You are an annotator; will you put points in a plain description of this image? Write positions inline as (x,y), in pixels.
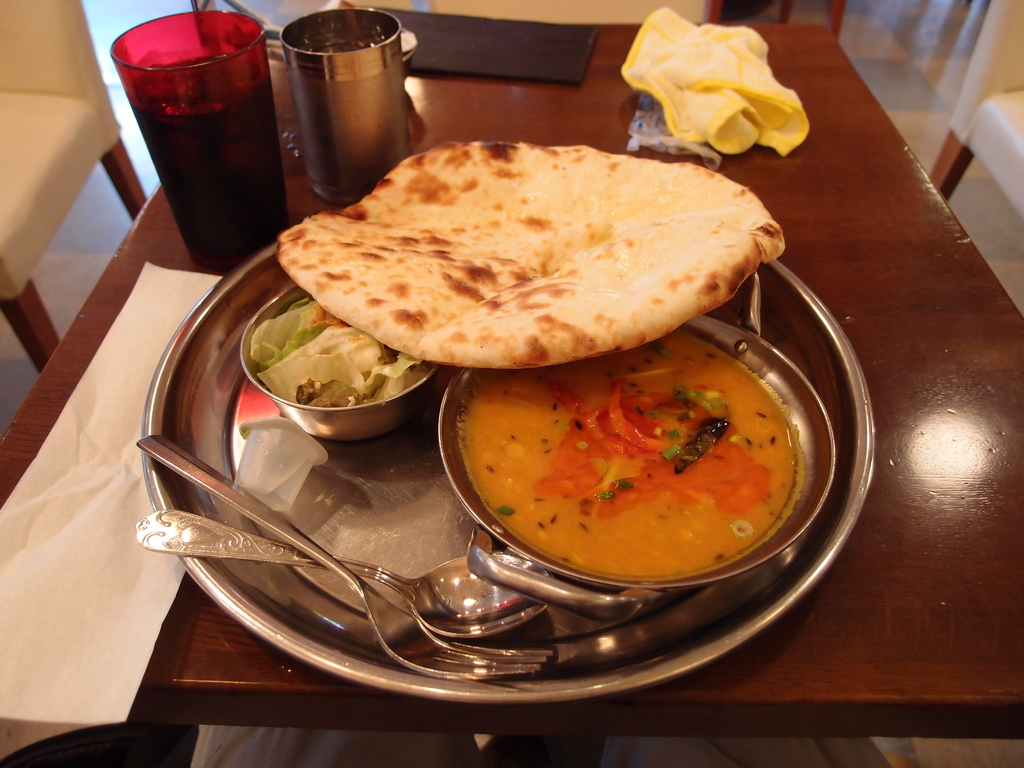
In this image we can see a food item (405,350), spoons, bowls (322,436), plate (355,534), glasses (351,133) and other objects (534,62) are present on the table (866,313). We can see a chair (72,108) on the left side of this image (58,92) and on the right side of this image (969,117) as well.
